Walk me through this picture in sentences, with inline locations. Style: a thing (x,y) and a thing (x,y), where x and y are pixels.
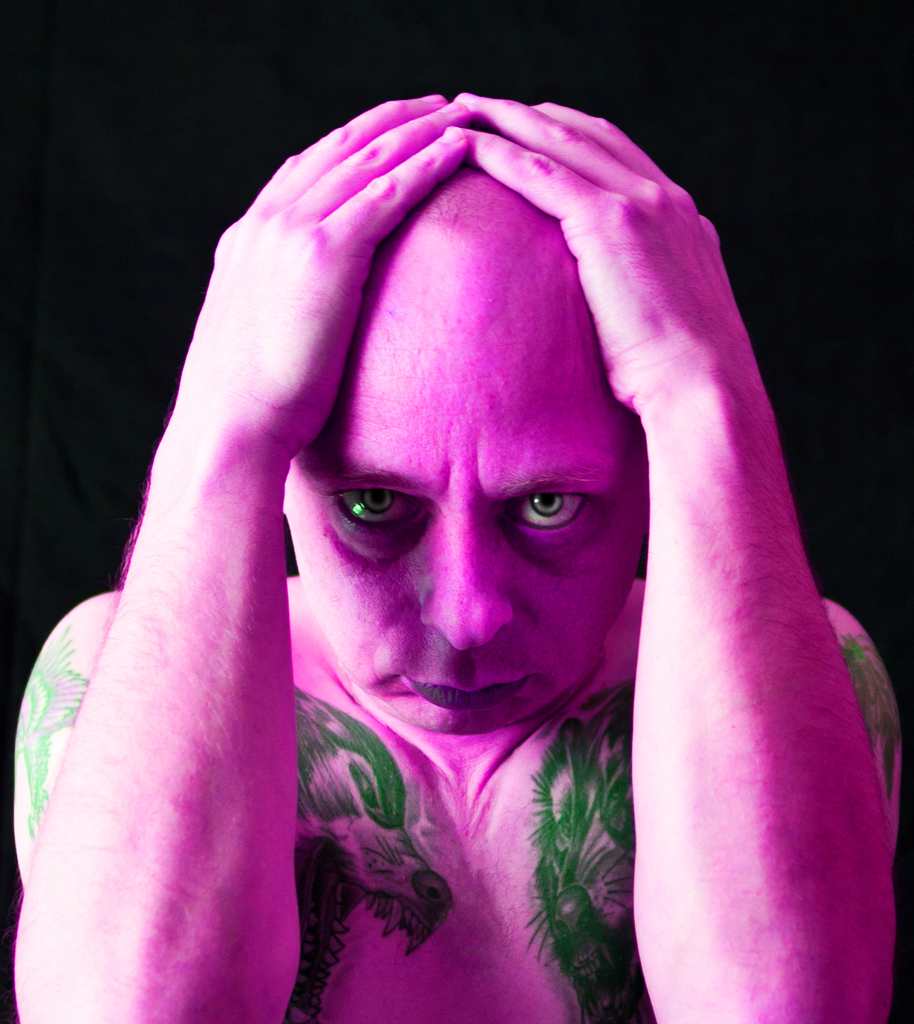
This is an edited image. In front of the picture, we see a man (509,481) is staring at something. He might be posing for the photo. He is in pink color. We see the tattoos (371,897) on his body (352,818). In the background (81,339), it is black in color.
